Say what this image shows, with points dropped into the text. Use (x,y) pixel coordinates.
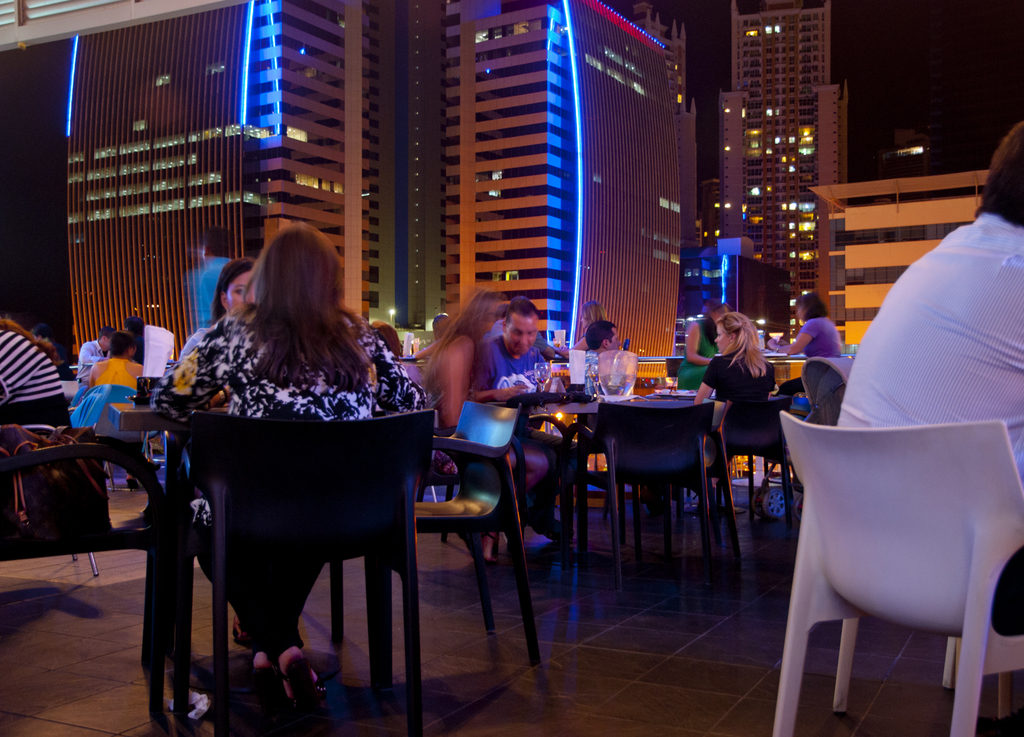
there are so many people (273,570) sitting around it tables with food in it and speaking among them behind then there is a big building (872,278) with the lights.
